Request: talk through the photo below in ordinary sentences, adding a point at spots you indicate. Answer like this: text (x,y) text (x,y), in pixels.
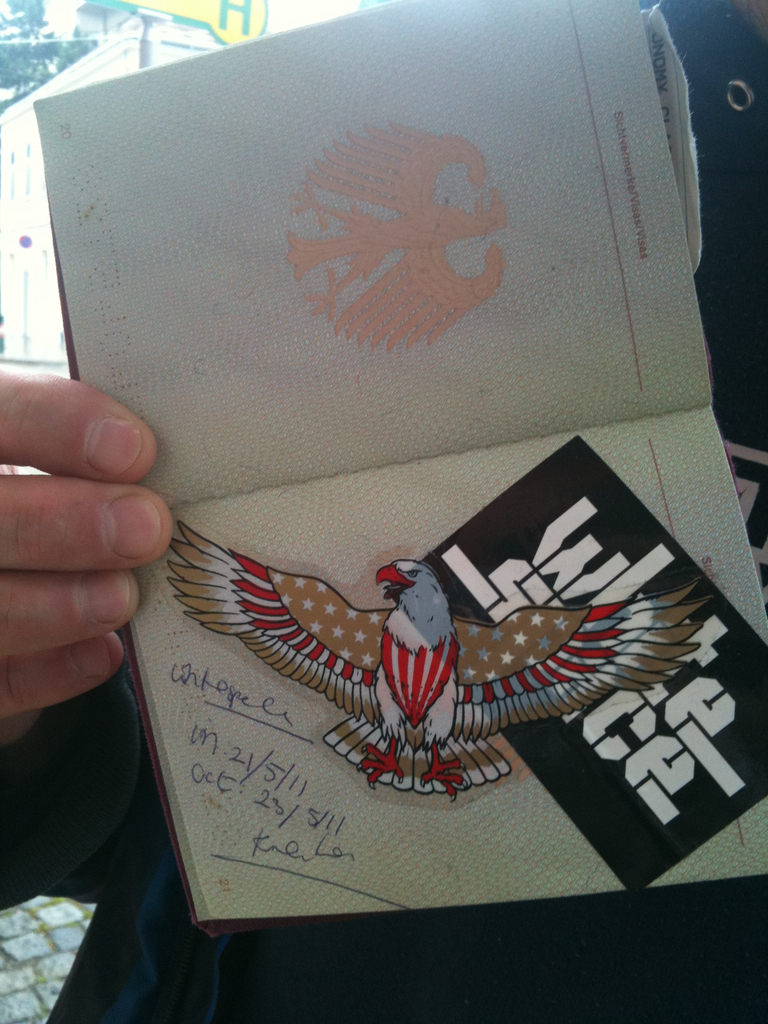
In this picture there is a person (720,147) with black dress (720,147) is standing and holding the book (465,99). There is a text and there is sticker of an eagle (553,657) and card (667,549) on the book (415,545). At the back (92,24) there is a building (120,65) and there is a tree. At the bottom (49,939) there is a pavement (49,939).
